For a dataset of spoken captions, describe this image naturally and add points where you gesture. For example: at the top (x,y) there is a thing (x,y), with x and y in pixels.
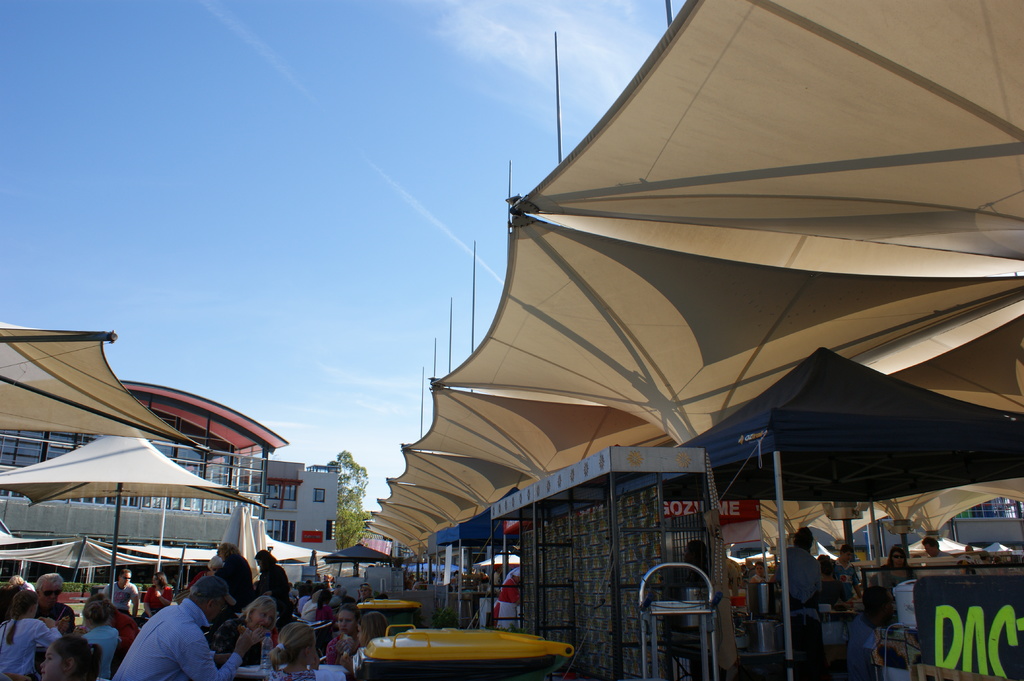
In this image I can see group of people (357,642), some are sitting and some are standing and I can see few tents (57,462) in white color. Background (264,510) I can see few buildings (334,534), trees (344,543) in green color, few poles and I can also see few stalls (651,450) and the sky (294,219) is in blue and white color.
